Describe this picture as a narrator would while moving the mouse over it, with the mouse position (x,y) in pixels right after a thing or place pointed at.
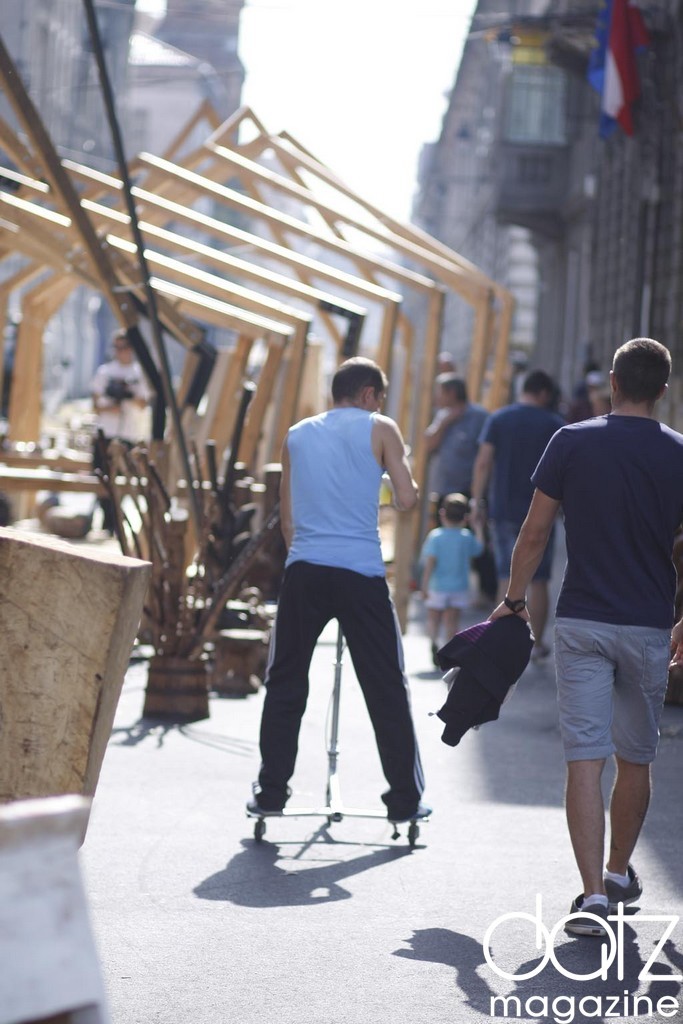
The man (378,447) in blue T-shirt (361,565) is skating. Beside him, there are people (513,579) walking on the road (468,764). In front of him, there are wooden things (270,350). On either side of the road (306,864), there are buildings (552,169). We see a flag (600,86) in white, red and blue color. In the background (399,149), it is blurred. It is a sunny day. This picture is clicked in the city.
